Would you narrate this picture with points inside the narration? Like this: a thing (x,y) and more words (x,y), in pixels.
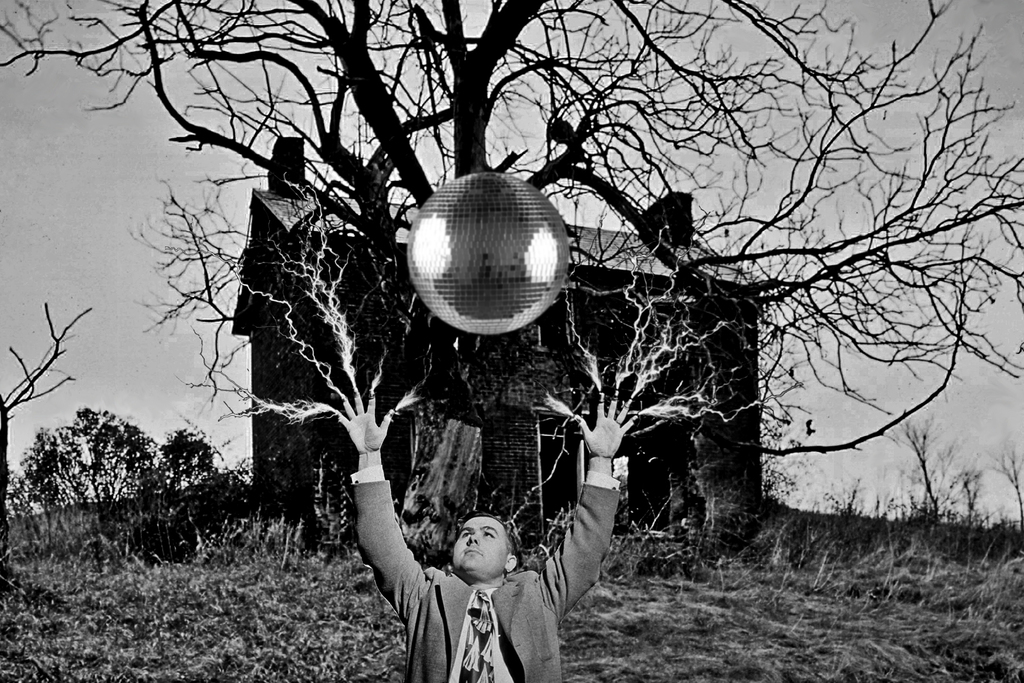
This is a black and white image where we can see a person (411,660) playing with ball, behind him there is a building (519,481), tree (44,367) and plants (96,632).
